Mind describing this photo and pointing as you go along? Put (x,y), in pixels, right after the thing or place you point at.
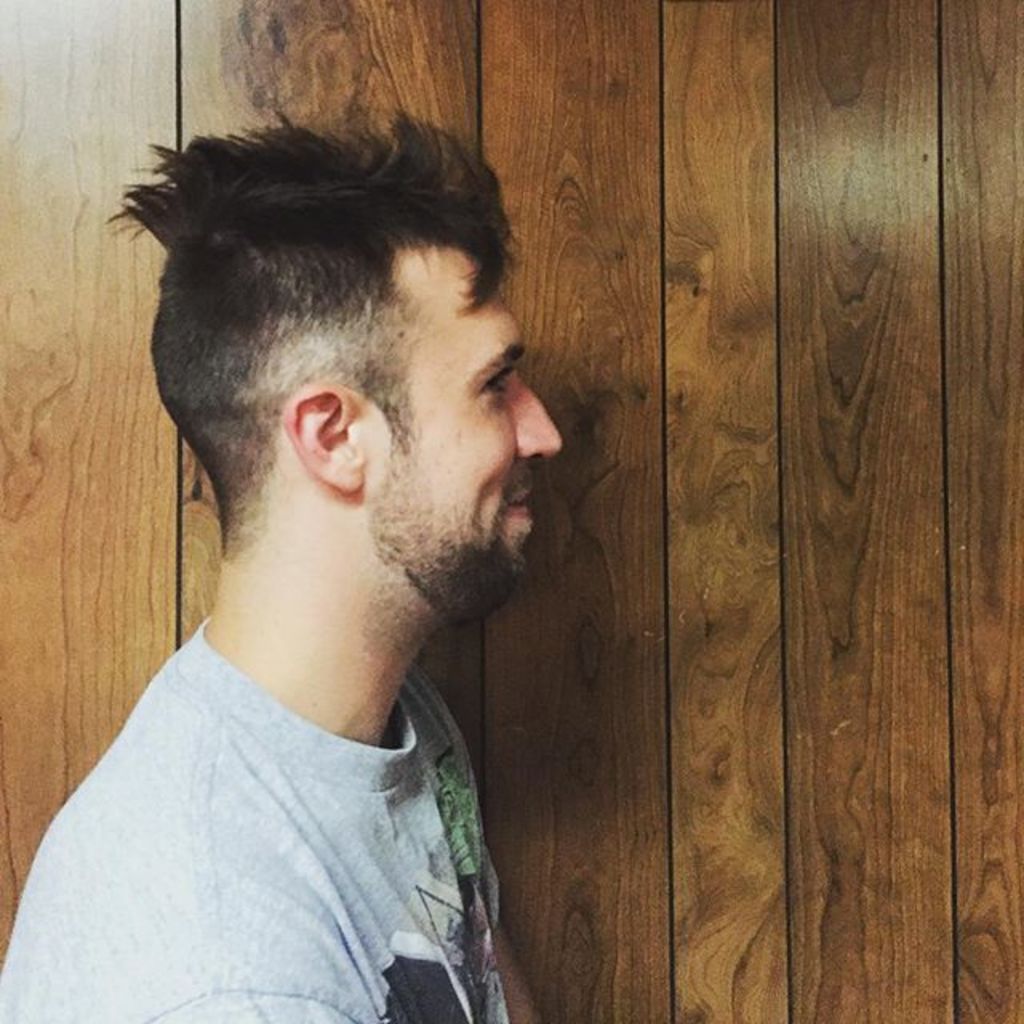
In this picture we can see a man (349,674) in the t shirt (249,856) and behind the man (292,610) there is a wooden wall (828,623).
